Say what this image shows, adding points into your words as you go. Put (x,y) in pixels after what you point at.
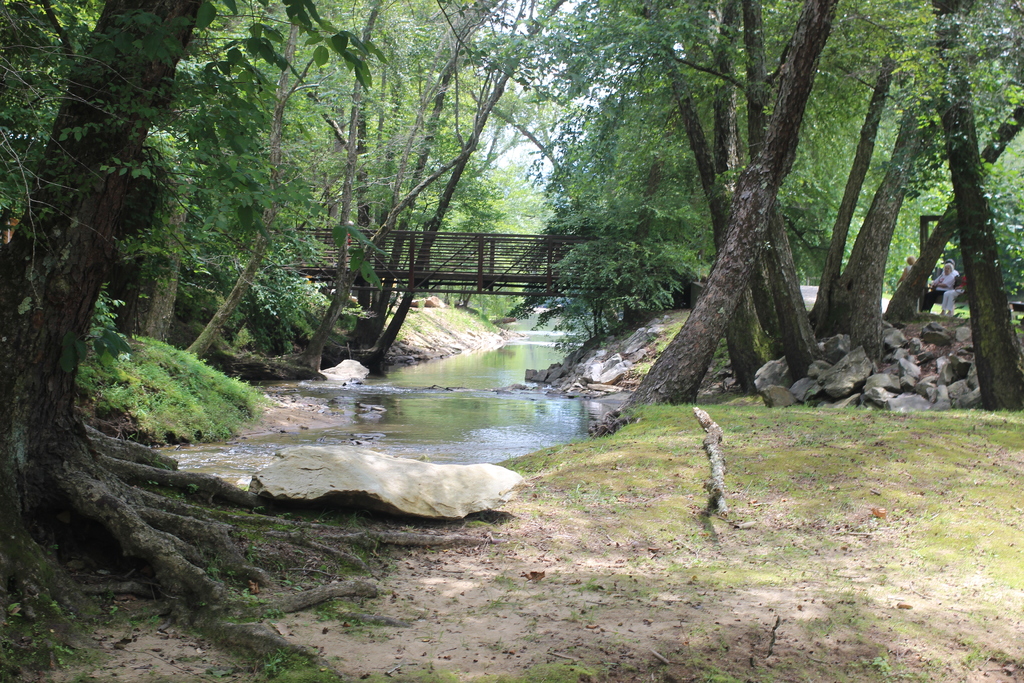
In the image we can see there are many trees (623,62) and stones (798,395). There is a grass (921,549), wooden pole (724,487), water (498,406) and a white sky (516,156). We can even see there are people (935,299) sitting and they are wearing clothes (949,307).
